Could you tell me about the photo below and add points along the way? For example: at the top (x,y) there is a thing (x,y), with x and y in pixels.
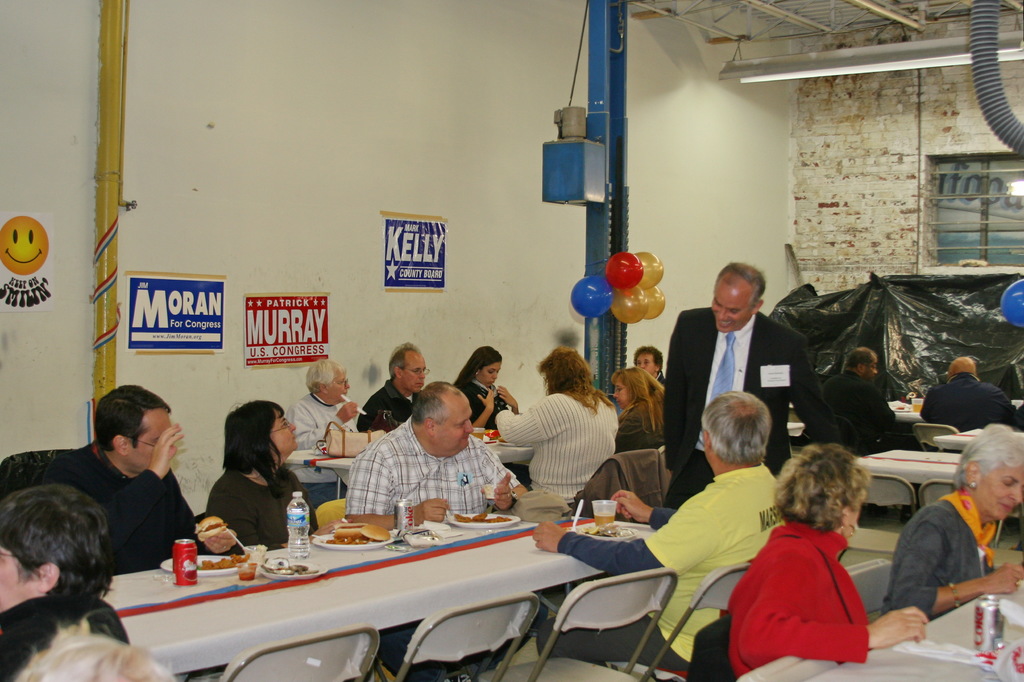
In the image in the center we can see one man (685,322) standing, around him we can see group (170,505) of people sitting on the chair (434,610) around the table (363,611). On table (393,594) we can see some food items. And back there is a wall (336,114), pole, smile emoji (43,255), pipe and light (789,74) etc.
